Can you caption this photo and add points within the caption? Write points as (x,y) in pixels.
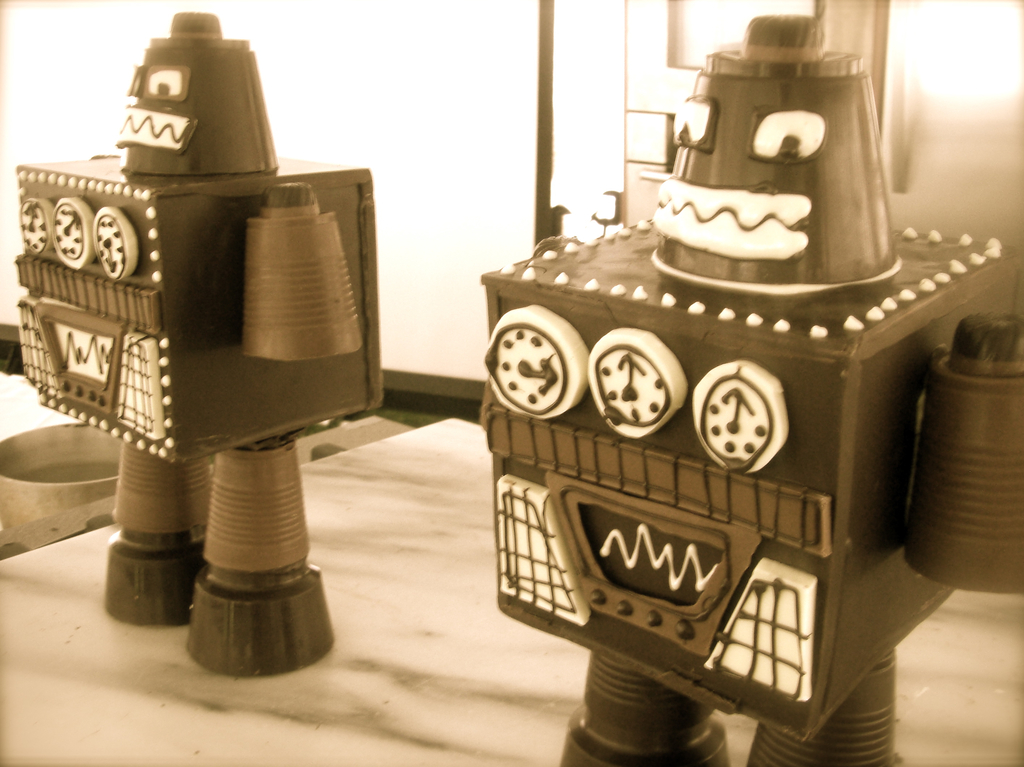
It is the black and white image in which we can see that there are two robot toys (302,373) on the marble counter (480,670). In the left side (62,472) bottom there is a small bowl (57,475). In the background (581,122) it seems like a door (584,110).
